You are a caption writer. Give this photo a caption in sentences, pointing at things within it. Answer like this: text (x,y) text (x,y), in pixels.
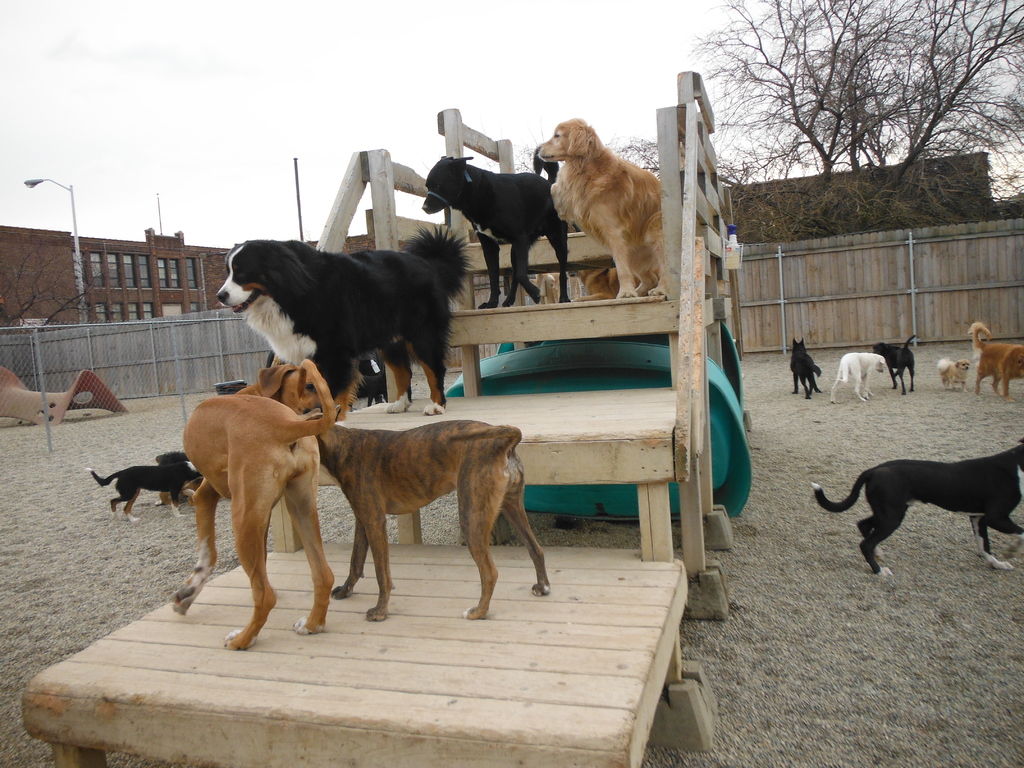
In this image we can see dogs (612,219) on the ground (837,646) and on the stairs (405,644). In the background (19,371) we can see buildings (44,294), trees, mesh (60,339), street lights (80,247), street poles (77,262) and sky (171,120).
